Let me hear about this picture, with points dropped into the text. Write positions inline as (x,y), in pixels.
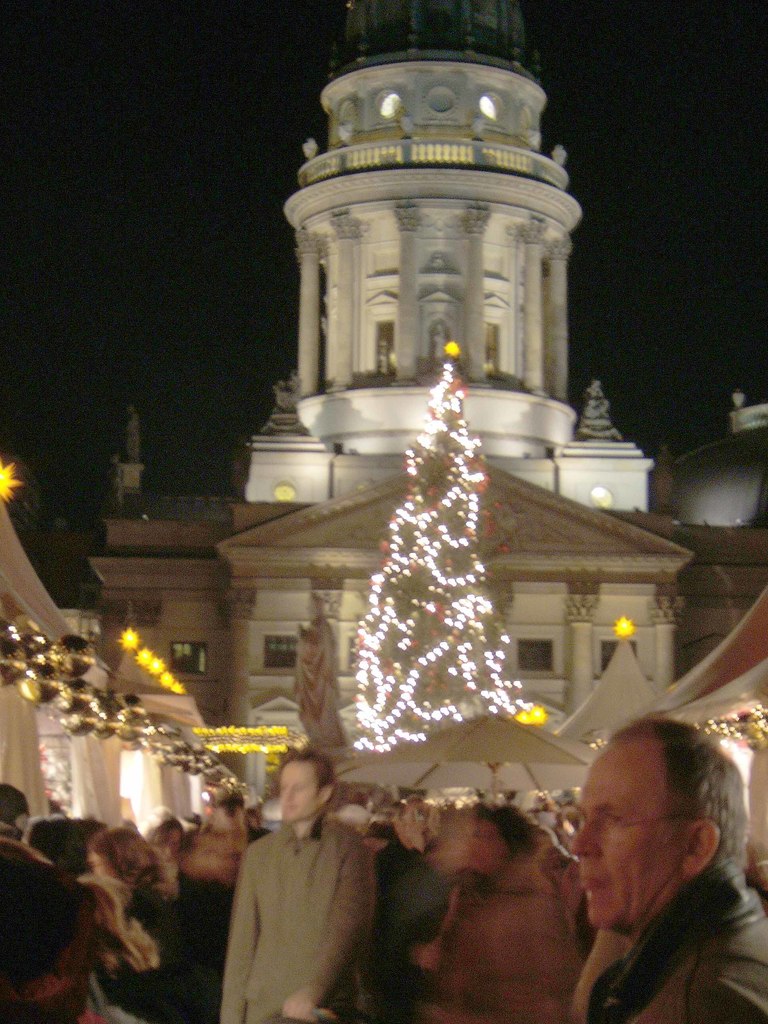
At the bottom (307,880) I can see a crowd (359,865) on the road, lights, tents (25,580) and buildings (371,407). In the background (684,246) I can see the sky (665,207). This image is taken may be during night on the road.
